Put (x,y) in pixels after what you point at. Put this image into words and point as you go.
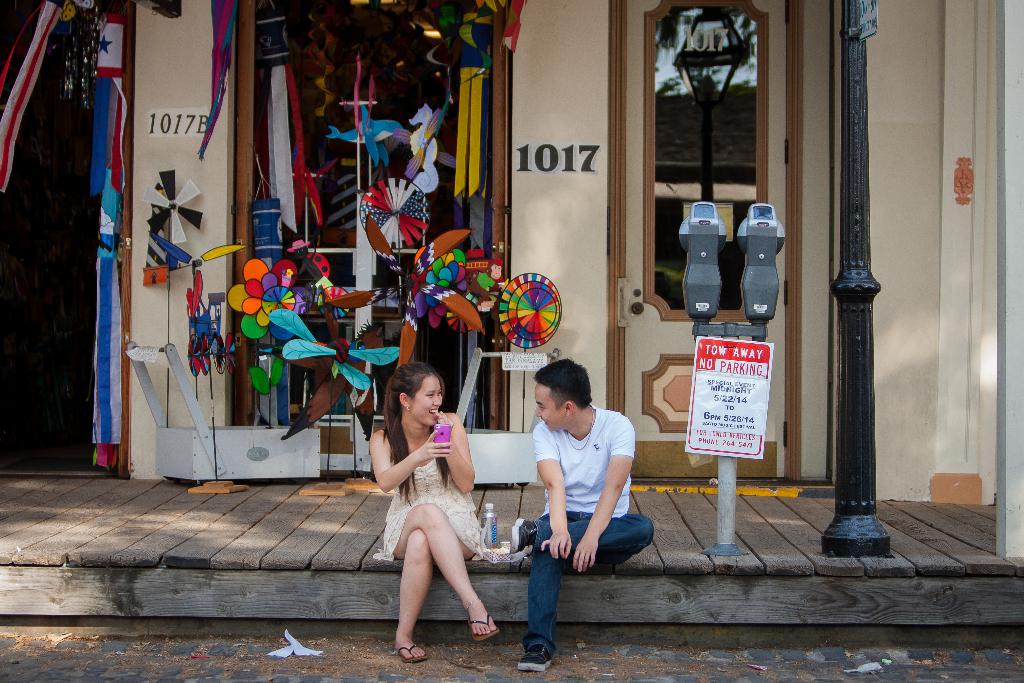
In this image in the center (543,438) there are two persons (442,477) sitting on a pavement (506,509), and one person (450,450) is holding a phone (438,438). And beside her there is a bottle (486,505), in the background (450,158) there are some toys (168,258), ribbons (112,240), paper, flowers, and there are buildings (920,115) and glass windows (686,72). On the right side (849,199) there is a pole (847,395) and board (726,413), on the board (715,359) there is some text (760,375). At the bottom (772,655) there is a walkway (182,656).
